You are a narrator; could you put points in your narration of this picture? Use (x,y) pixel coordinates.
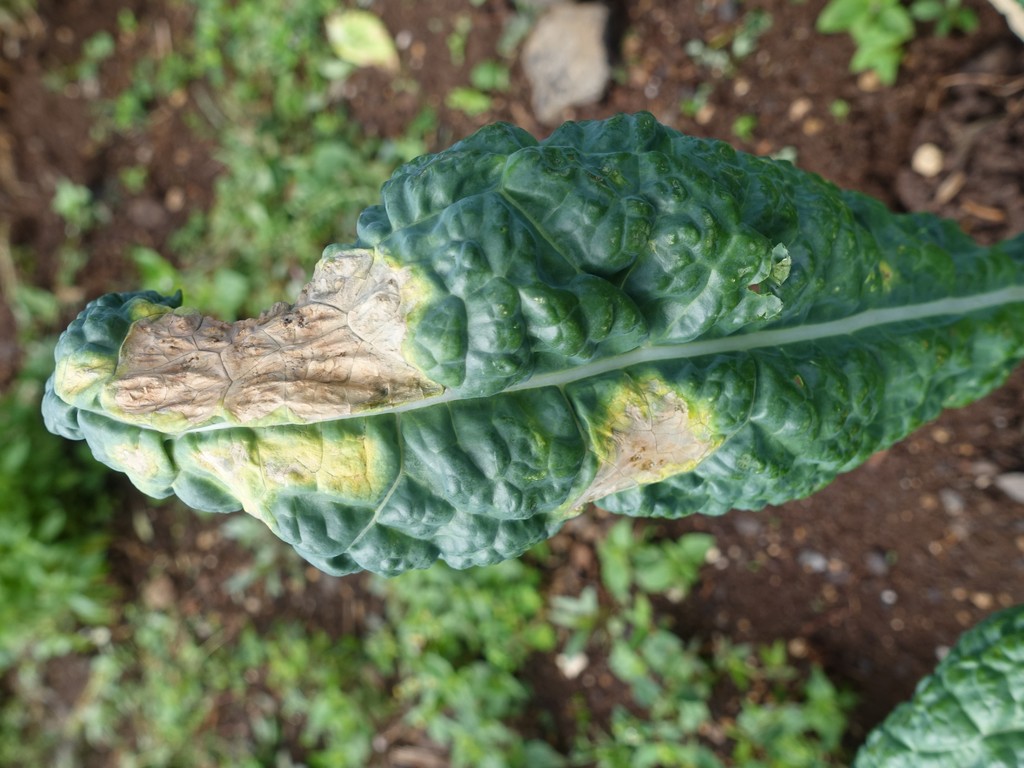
In the center (625,262), there is a leaf (656,310) which is having damaged parts (416,397). In the background (645,558), there are plants (101,576) on the ground (837,678).
